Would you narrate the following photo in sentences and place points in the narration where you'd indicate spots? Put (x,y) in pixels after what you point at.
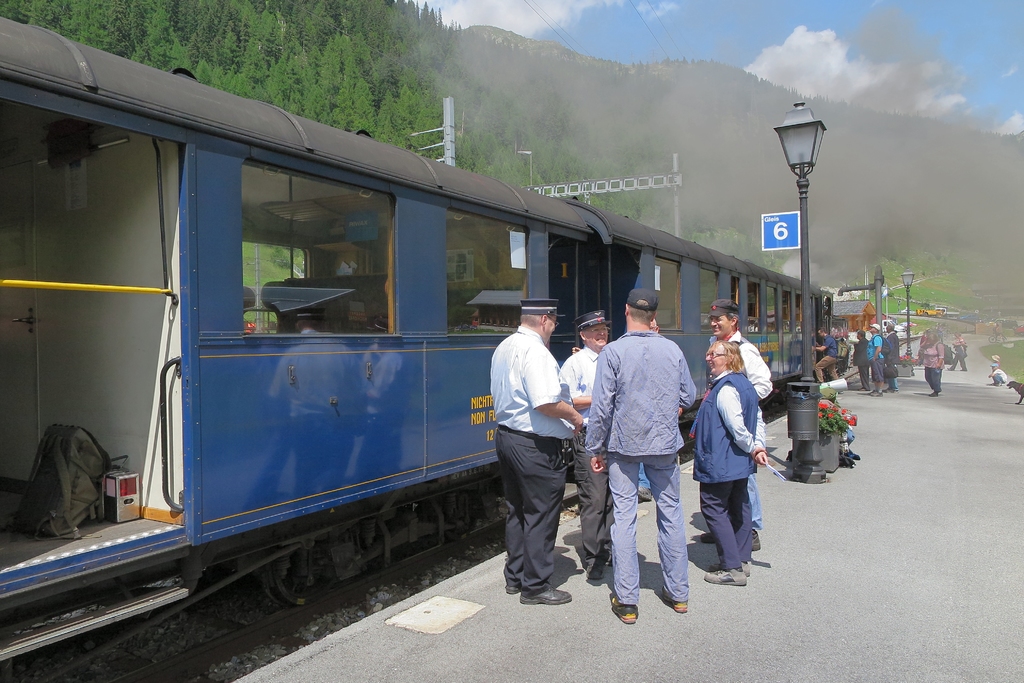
In the picture we can see a platform (767,576) with some people (735,479) standing and talking and besides them, we can see a pole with lamp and near the platform (785,502) we can see a train (324,469) which is blue in color with glass windows (475,321) in it and in the background (592,118) we can see trees (523,127), hills (593,88) and sky (836,74).
